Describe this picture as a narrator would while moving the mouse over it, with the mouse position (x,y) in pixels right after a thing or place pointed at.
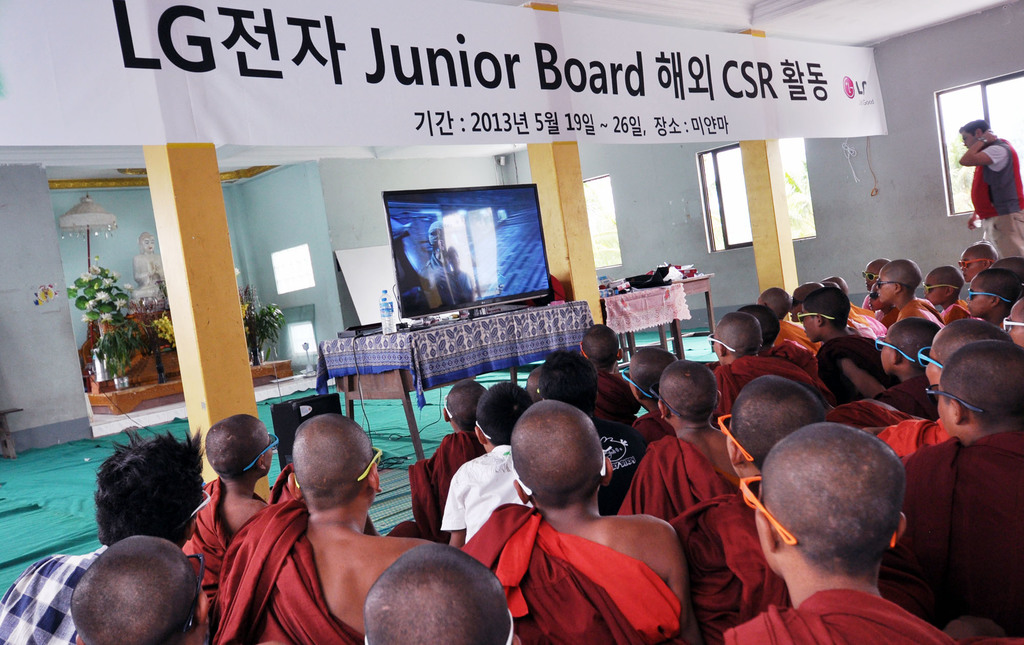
In this image I can see number of people (888,333) where one is standing and rest all are sitting on the floor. I can also see most of them are wearing same colour dress (834,398) and shades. In the background (376,385) I can see few tables (668,296), number of plants (120,360), a sculpture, a white colour thing (74,225) and on these tables (379,383), I can see few clothes (518,339), a bottle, a television (435,305) and few other things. On the top side of the image (506,29) I can see a white colour board (456,80) and on it I can see something is written.
